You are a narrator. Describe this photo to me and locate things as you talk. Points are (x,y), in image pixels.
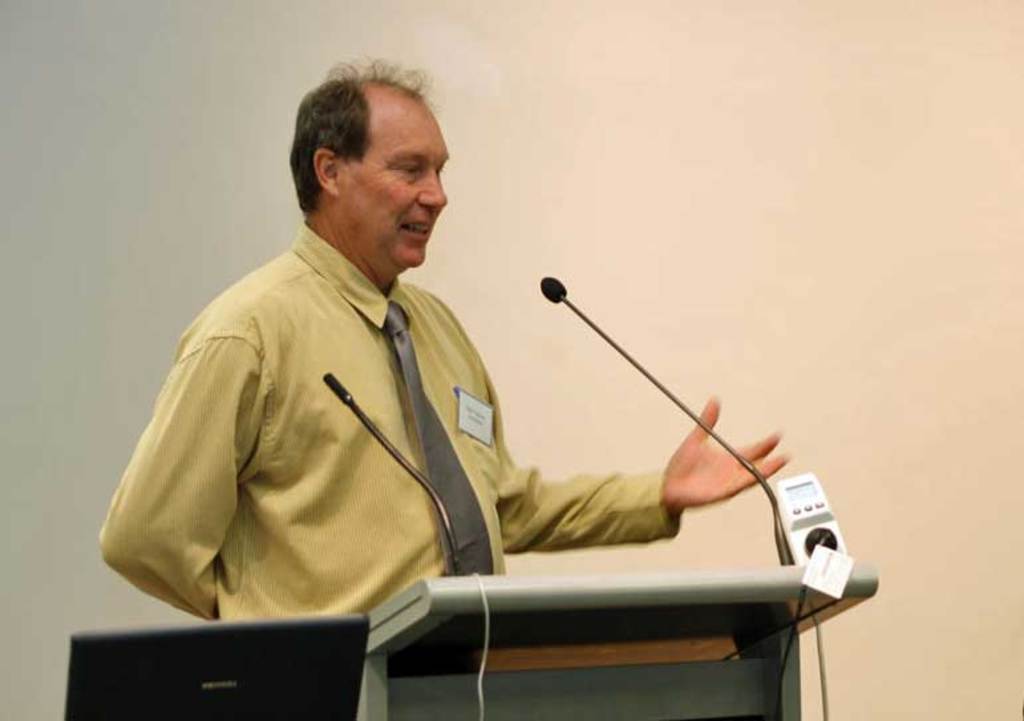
In this picture there is a person (373,410) standing and talking. There are microphones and there is a device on the podium (721,576). On the left side of the image (241,621) there is a device (214,683). At the back (17,172) there is a wall (959,332).
